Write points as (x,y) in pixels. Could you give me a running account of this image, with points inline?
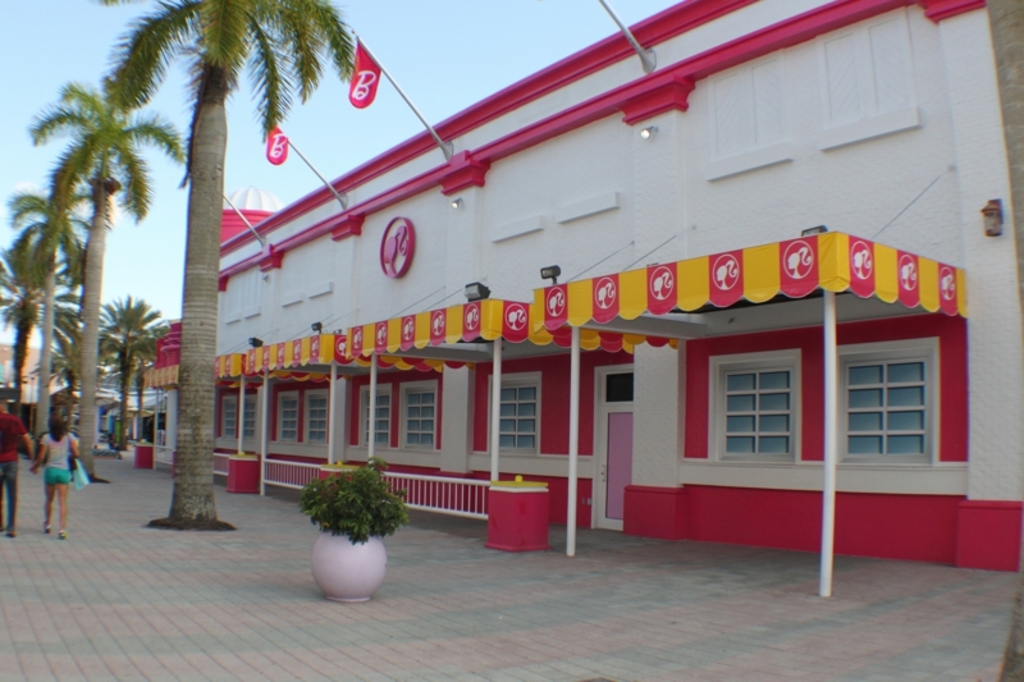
This picture is clicked outside. On the left (40,459) there are two persons (49,511) walking on the ground (132,548). In the center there is a pot (362,563) and a plant (365,522) and we can see the trees (147,322). On the right (702,36) we can see the building (566,219), lights (476,294), flags (370,75), windows (876,427), door (609,425), guard rail (437,481) and some other objects (493,508) placed on the ground (805,594). In the background (156,112) sky (59,71) and the buildings (161,366).
